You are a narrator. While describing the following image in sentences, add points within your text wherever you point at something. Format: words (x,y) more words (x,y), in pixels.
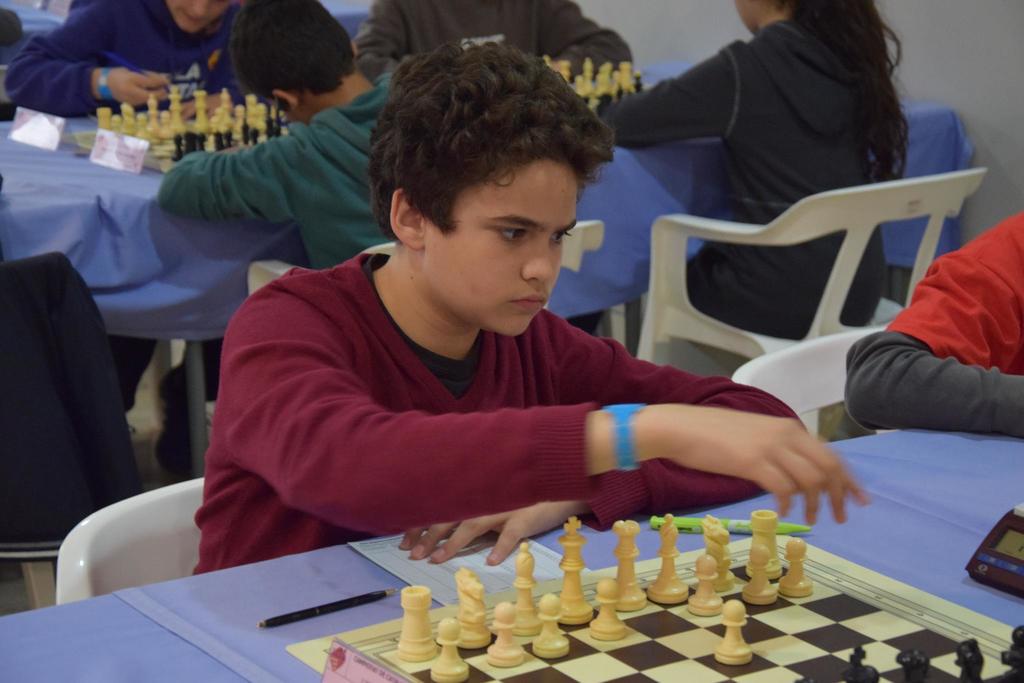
People (513,59) are sitting on chairs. In-front of them there are tables (104,611), on that tables (87,265) there are chess boards (228,146), chess pieces (625,71), pens (741,523), paper (503,567), board (46,137) and device (1017,538).
